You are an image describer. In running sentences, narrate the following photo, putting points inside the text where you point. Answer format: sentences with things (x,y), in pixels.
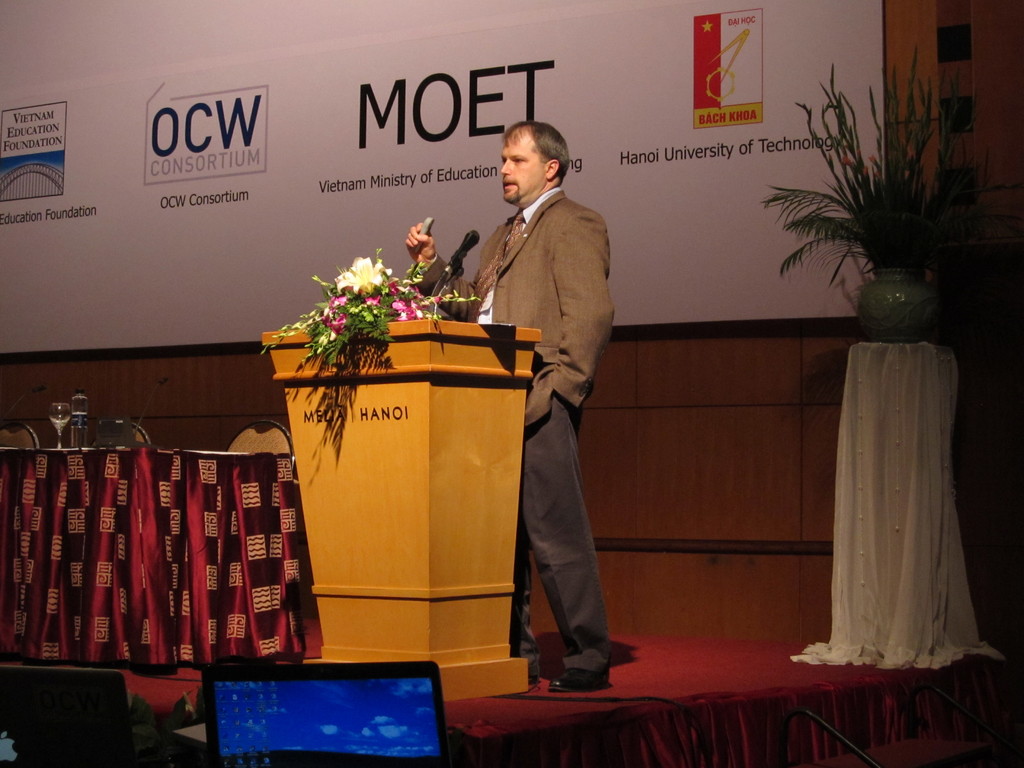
In this image there is a person (579,638) standing on the stage (524,720). In front of him there is a dais (422,571). On top of the dais (433,587) there is a mike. There is a bouquet (359,318). Beside the dais (314,463) there is a table (139,508). On top of the table (103,475) there is a water bottle (83,438). There is a glass (57,433). There are mikes (110,440). Behind the table (219,456) there are chairs (270,438). In the background of the image (498,218) there is a banner (713,242). On the right side of the image (867,444) there is a table (912,405) with white color cloth (900,352) on it. On top of the table (912,379) there is a flower pot (885,337). In front of the image there are two laptops (296,710).
